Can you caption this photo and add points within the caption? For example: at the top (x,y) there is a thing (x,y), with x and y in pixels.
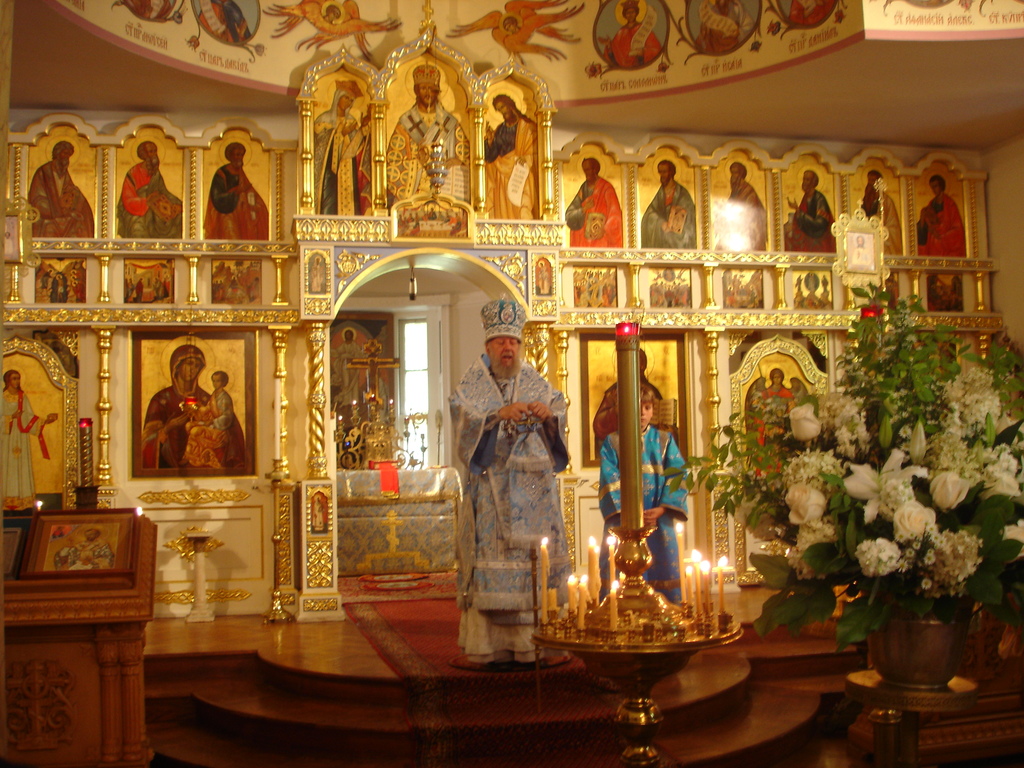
In this image there is an inside view of a church (358,334), there is a man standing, there is a boy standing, there is a stand (624,465) towards the bottom of the image (611,617), there are candles (599,566) on the stand (629,593), there is a table (909,721) towards the bottom of the image (949,702), there is a flower pot (931,648) on the table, there is a plant (903,544) towards the right of the image (903,440), there are flowers (878,471), there is a podium (121,645) towards the left of the image (77,688), there are photo frames (83,557) on the podium (107,655), there is the wall (116,465), there is a painting (261,222) on the wall (1021,268).
